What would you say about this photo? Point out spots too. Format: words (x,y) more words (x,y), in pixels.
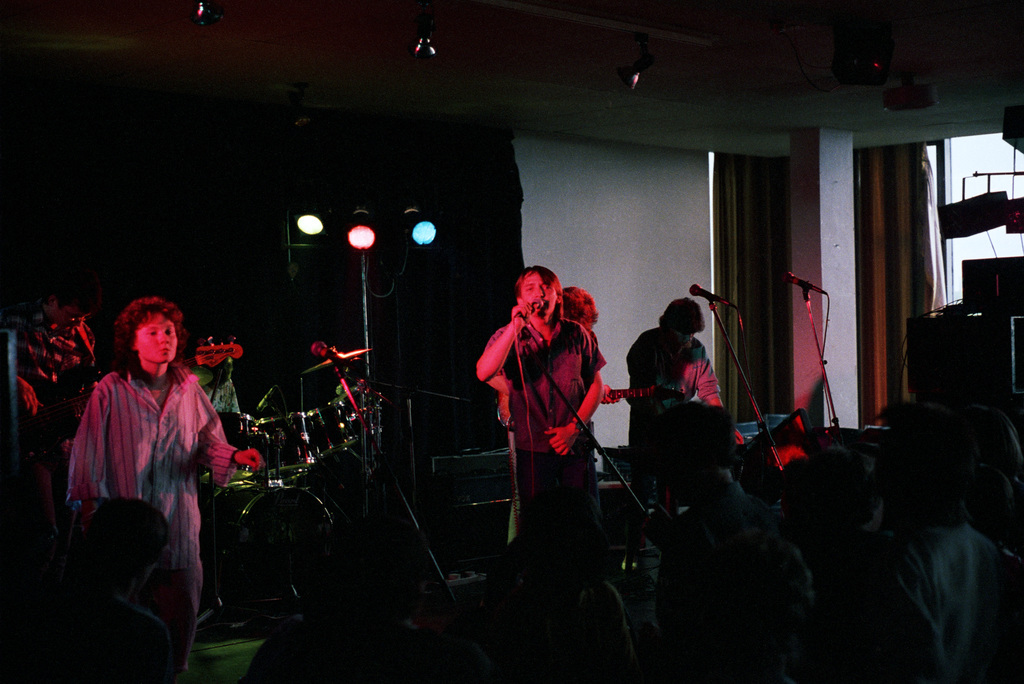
In the image we can see there are people (667,369) who are standing and at the back (336,430) a man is playing drums (311,494) and the people (399,629) are in front (781,595) are watching them.
